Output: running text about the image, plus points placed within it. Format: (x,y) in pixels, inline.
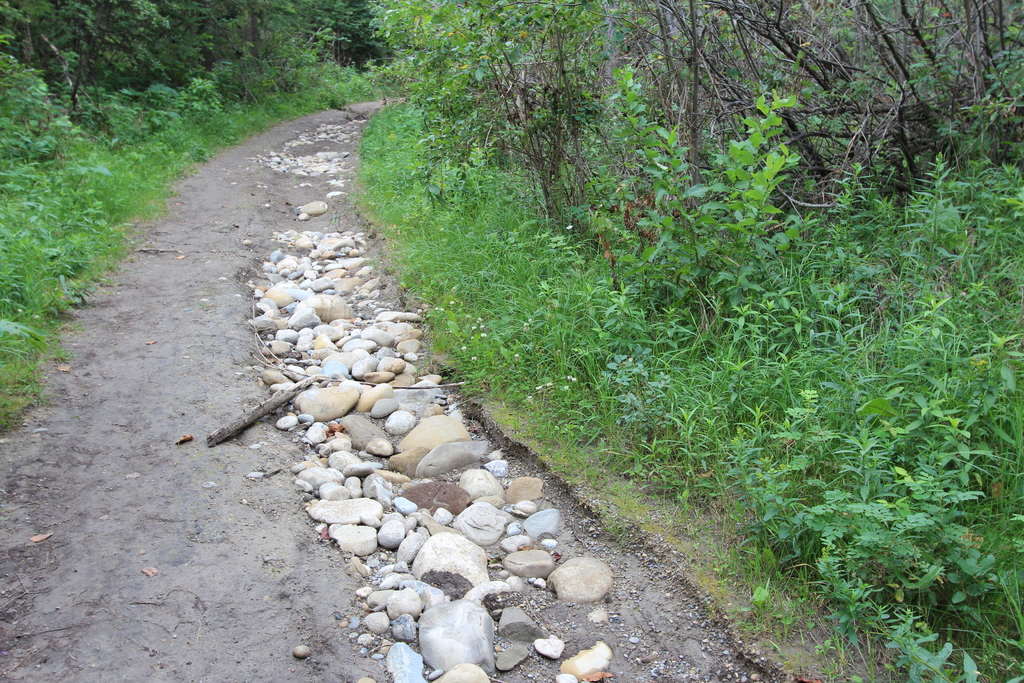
In this image, we can see a way (229,263) and there are some green plants (529,329) and trees (355,16).
